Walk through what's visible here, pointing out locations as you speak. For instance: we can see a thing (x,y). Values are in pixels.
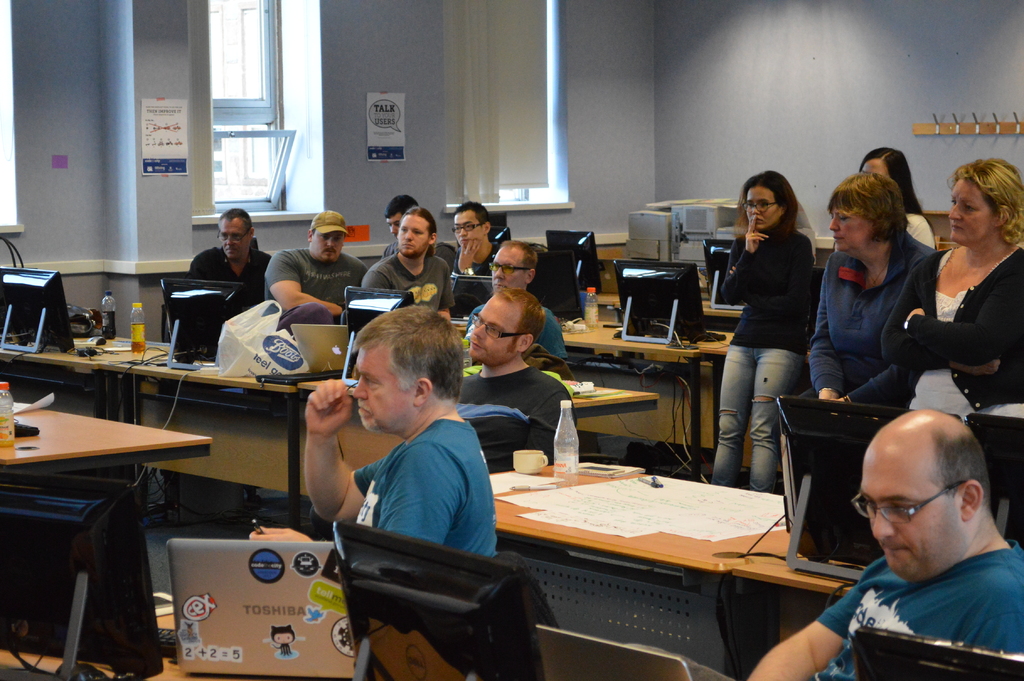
There is a group of men (351,261) sitting on left side of room (376,249) and a group of women (830,280) standing on right side of the room (899,309). There are tables (135,369) on which desktops (54,335) were placed along with water bottles (136,342), papers (623,500), coffee cup (530,462), and there is a hanger (977,132) on the backside wall (962,135) and the windows (239,98) on the left side wall (262,89) which is opened, a poster (171,141) on the wall (123,141) and another window (474,156) is closed with curtain (525,157).
